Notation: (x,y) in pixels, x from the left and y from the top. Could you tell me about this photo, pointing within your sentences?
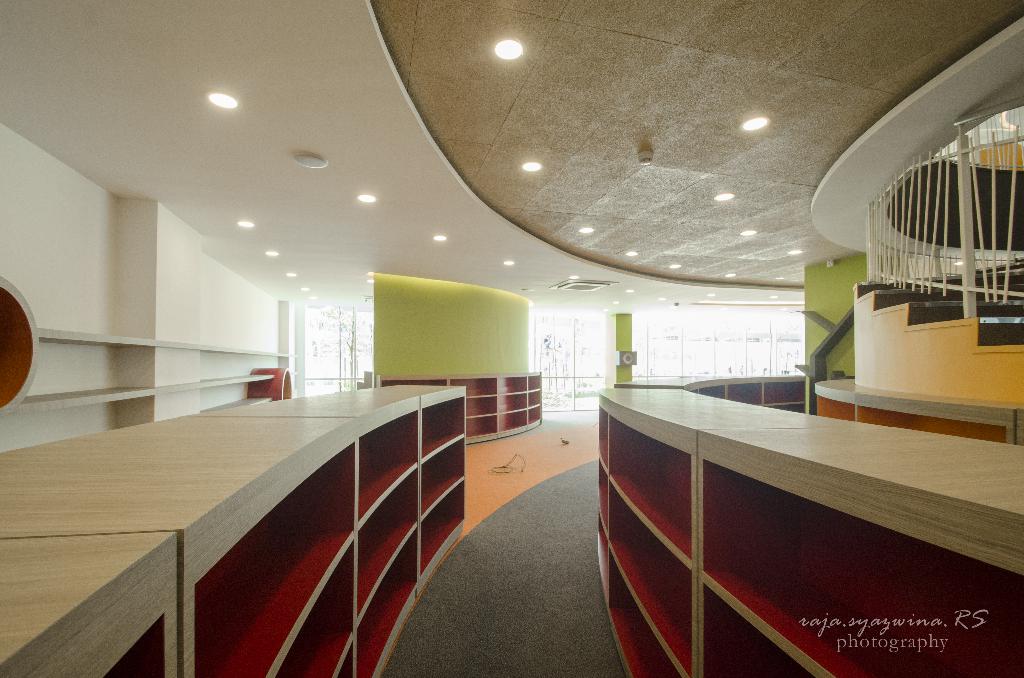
There are wooden tables (269,462) present at the bottom of this image (766,617). We can see a wall (409,359) in the background (421,364). There are lights (369,201) attached to the roof (518,70) as we can see at the top of this image (491,178). We can see stairs (943,298) on the right side of this image (971,355).
